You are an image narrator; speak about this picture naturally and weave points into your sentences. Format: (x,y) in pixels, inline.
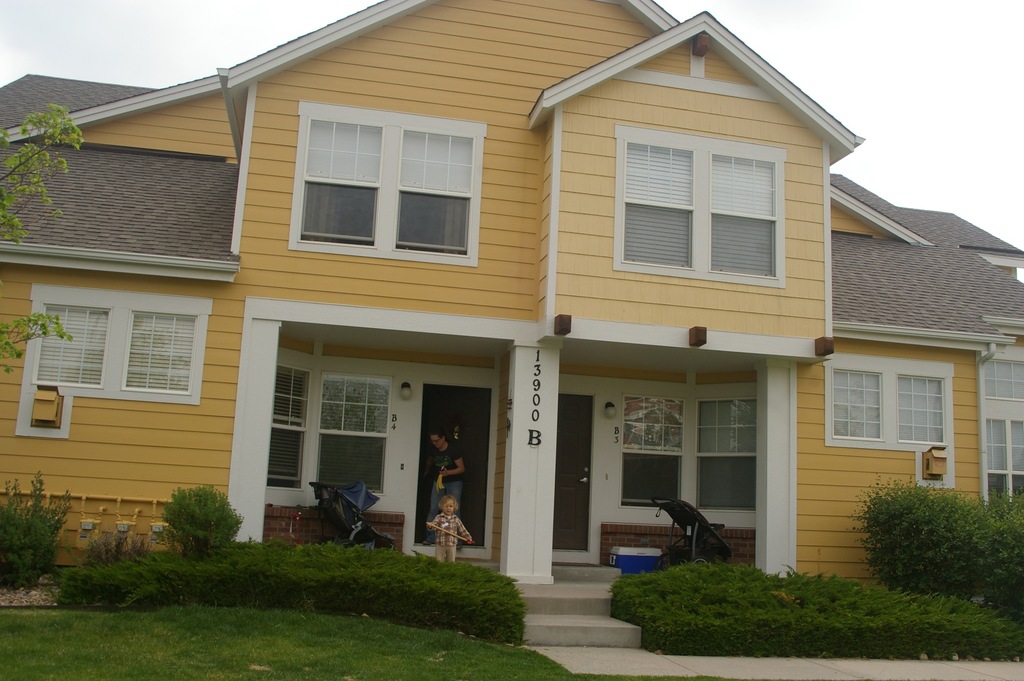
In this picture there is a house (766,463) in the center of the image (562,261), on which there are windows (371,458) and there is a lady (446,448) and a small girl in the center of the image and there is greenery (342,604) at the bottom side of the image (427,611).
